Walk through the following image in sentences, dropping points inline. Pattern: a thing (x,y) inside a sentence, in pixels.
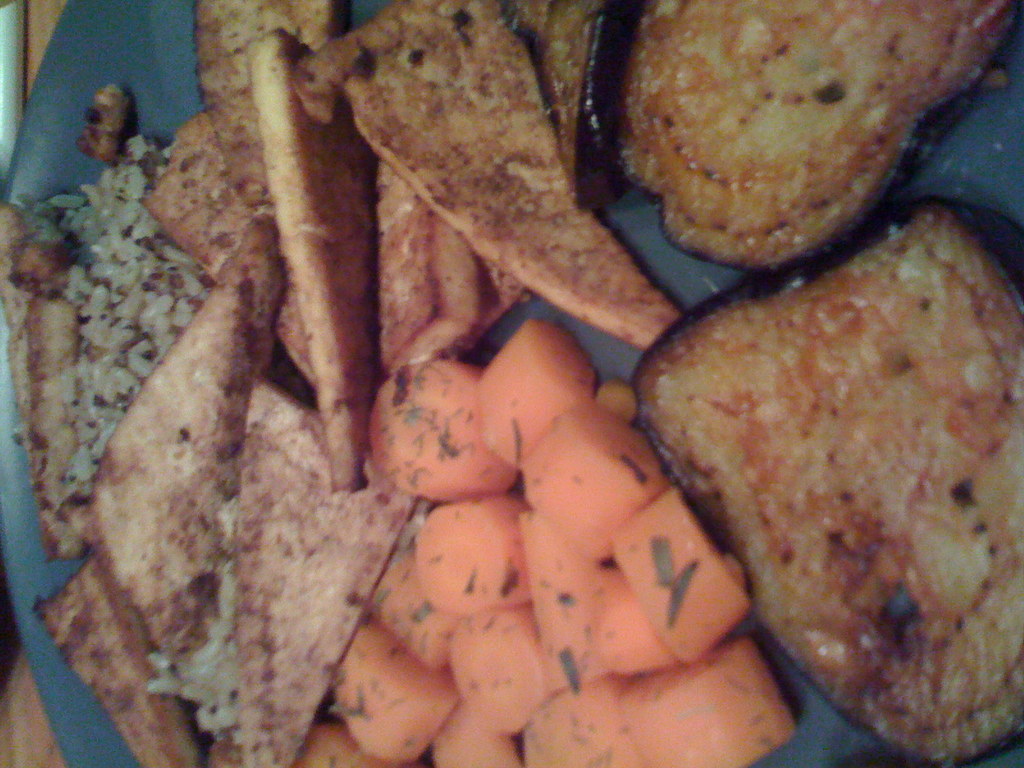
In this image there is one plate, on the plate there are some eggplant slices (822,398) and some other food items (396,484).
